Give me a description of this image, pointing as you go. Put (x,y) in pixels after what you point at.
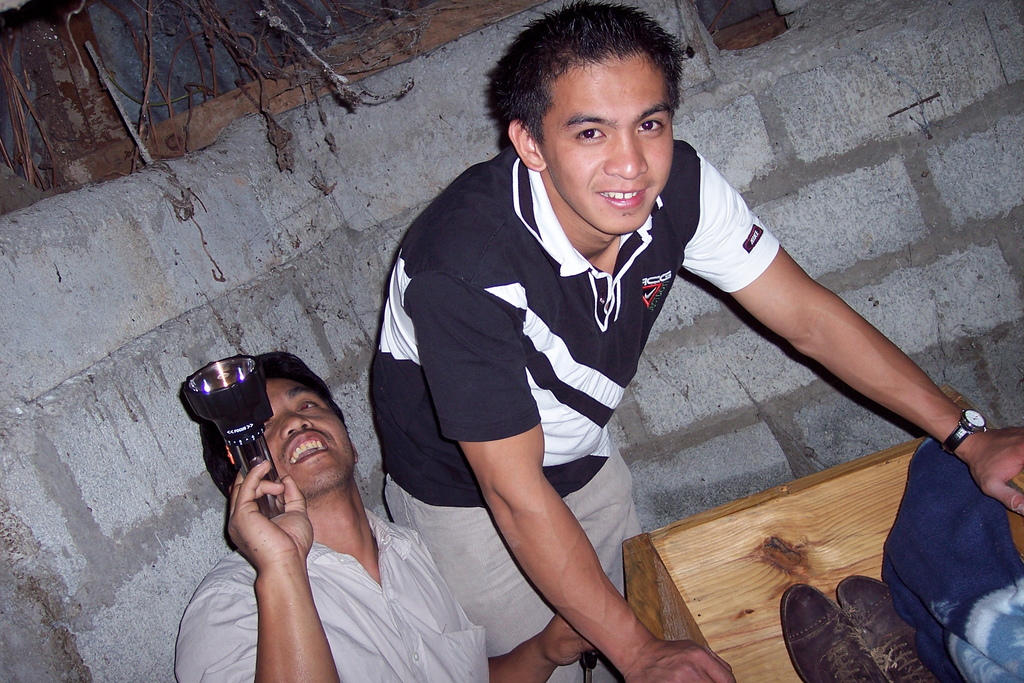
In this image a person (425,417) is standing behind a table (830,578) having shoes (900,636) and cloth (954,599) on it. He is wearing a watch (959,442). Beside there is a person (364,614) wearing a white shirt (343,588) is holding a torch (262,457) in one hand (274,561) and keys (587,669) with other hand (580,650). Behind them there is a wall (747,141).
